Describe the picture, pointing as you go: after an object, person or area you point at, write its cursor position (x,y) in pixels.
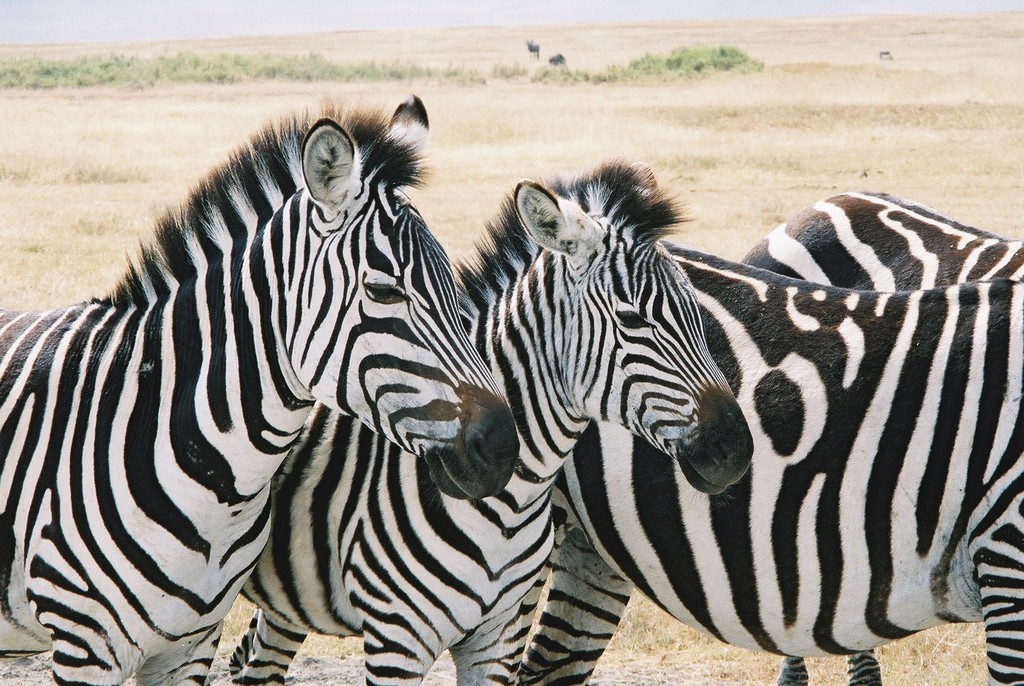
In this picture I can see 4 zebras (675,314) in front (813,251). In the background (55,133) I can see the grass (575,119) and the plants (539,79) and I can see few animals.
